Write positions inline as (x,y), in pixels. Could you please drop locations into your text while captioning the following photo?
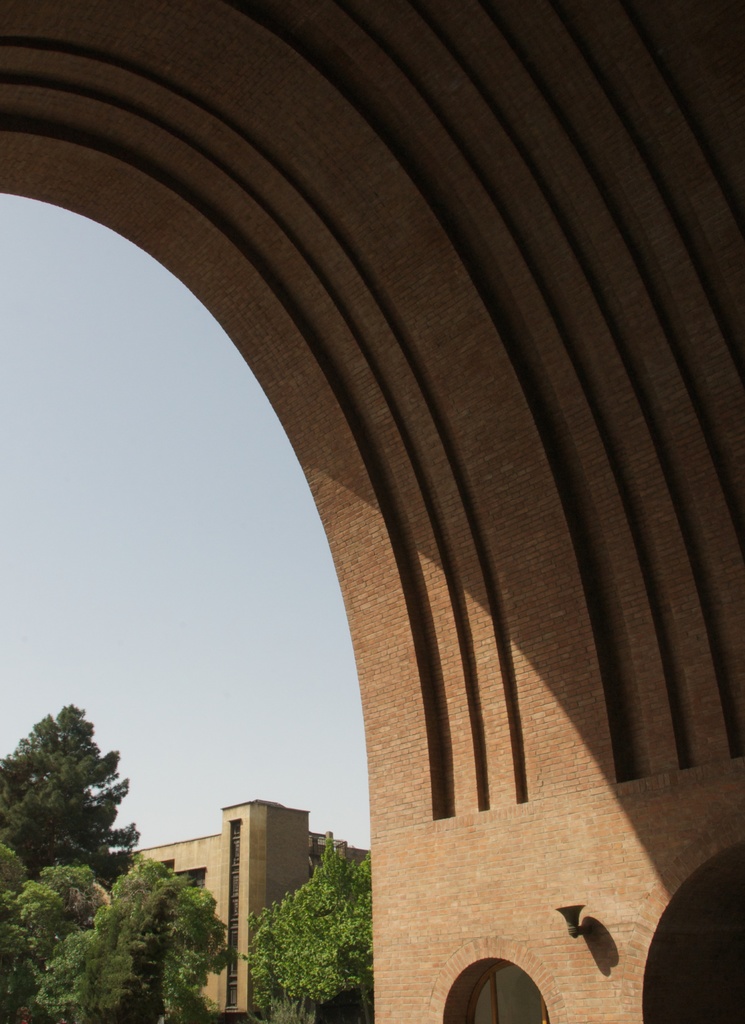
This image consists of an arch (467,228) made up of bricks (464,969). In the background (252,931), there is a building (233,889) along with the trees (32,920).
